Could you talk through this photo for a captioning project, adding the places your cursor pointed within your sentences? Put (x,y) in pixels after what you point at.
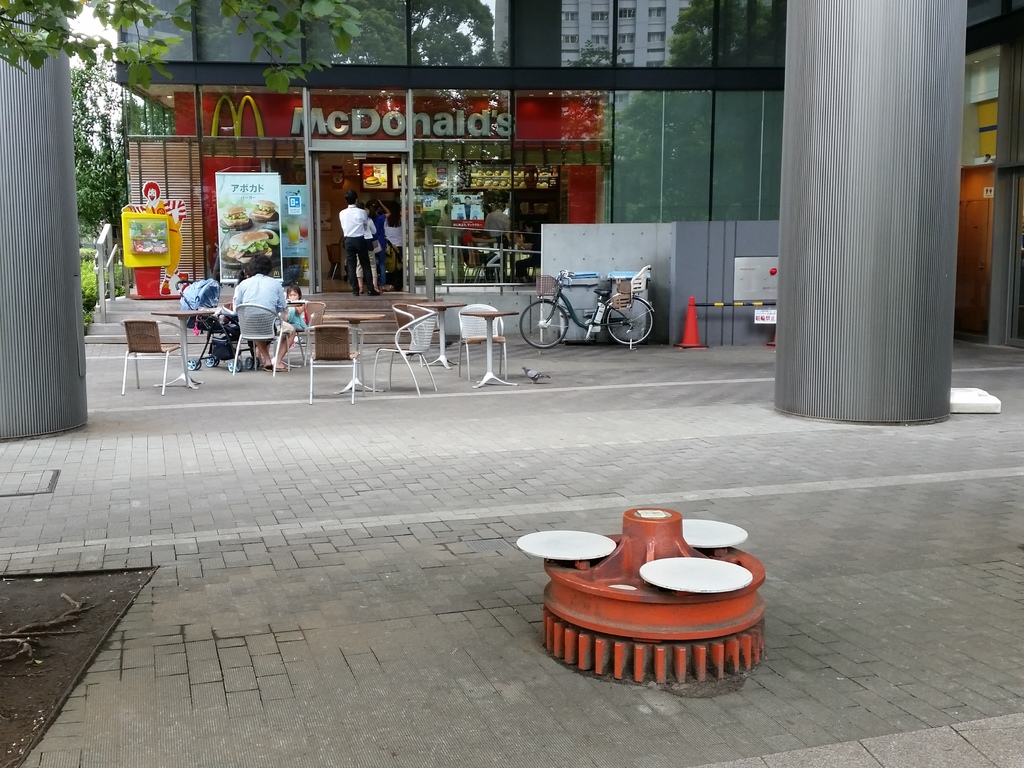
In the picture I can see an object (739,566) is placed on the road (865,635). Here we can see tables (507,314), chairs (397,315), few people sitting on the chairs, a bicycle (583,322) parked here, we can see road cone (694,330), pillars (879,4), boards (169,261), store (443,226) or buildings (521,192) and trees (121,200) in the background (814,177).
